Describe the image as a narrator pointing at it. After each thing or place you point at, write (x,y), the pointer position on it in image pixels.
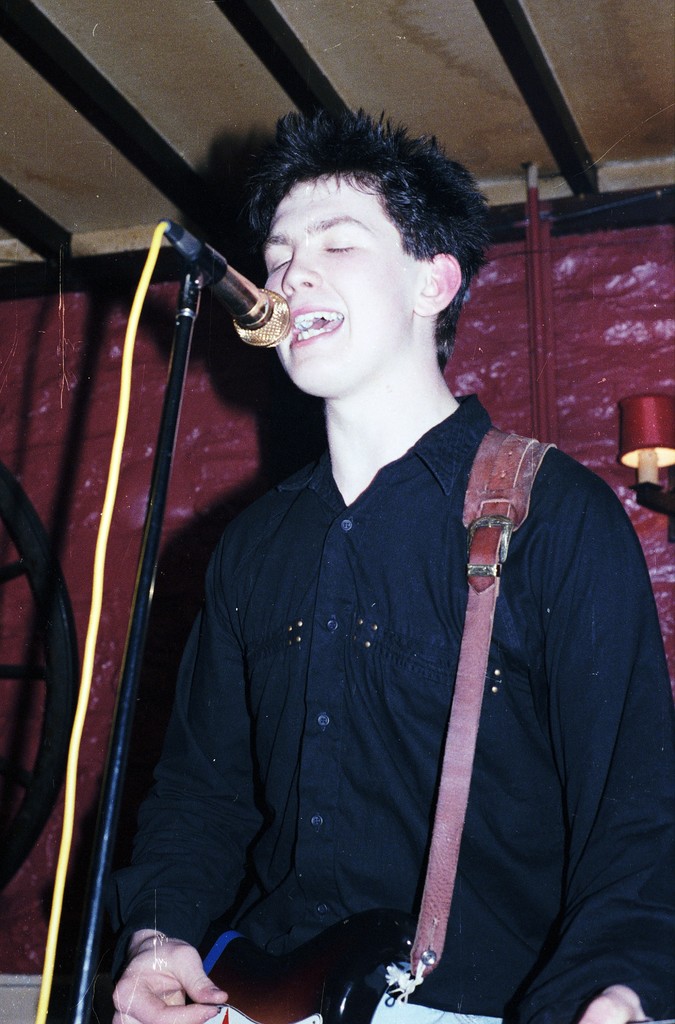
As we can see in the image, there is a man (406,390) singing on mike (228,293).
